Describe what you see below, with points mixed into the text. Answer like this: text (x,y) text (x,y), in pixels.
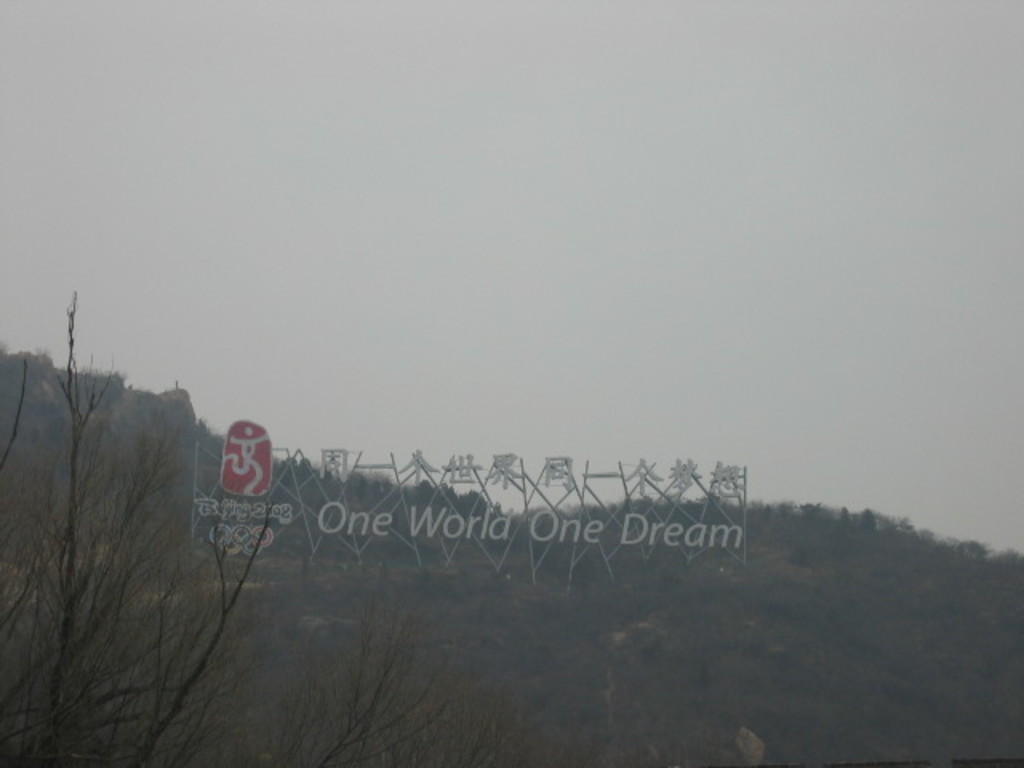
On the left side (124,606), there is a tree (87,628). At the bottom of this image (745,718), there is a hoarding (260,484) arranged on a hill (504,583), on which there are trees (420,574) and grass (776,715). In the background (186,133), there are clouds (161,133) in the sky (143,135).
